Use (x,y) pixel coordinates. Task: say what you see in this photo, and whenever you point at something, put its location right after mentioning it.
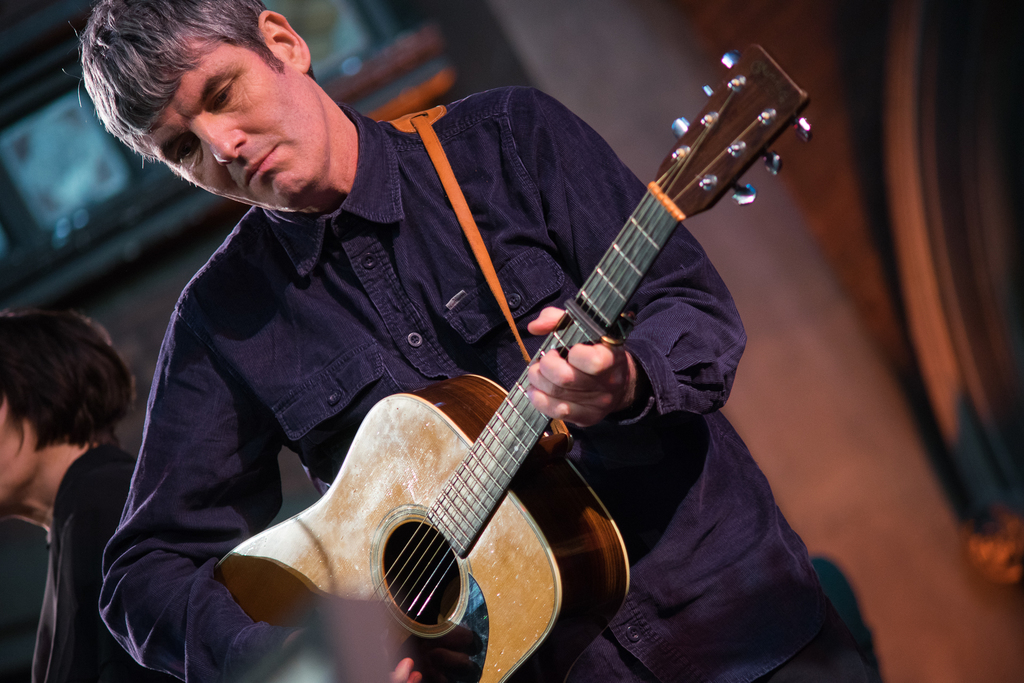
In this picture a man (226,387) is holding a guitar (460,498). Backside of the man (234,378) there is other person (87,463) in black dress (72,603). Background of this people (72,603) is blur.
